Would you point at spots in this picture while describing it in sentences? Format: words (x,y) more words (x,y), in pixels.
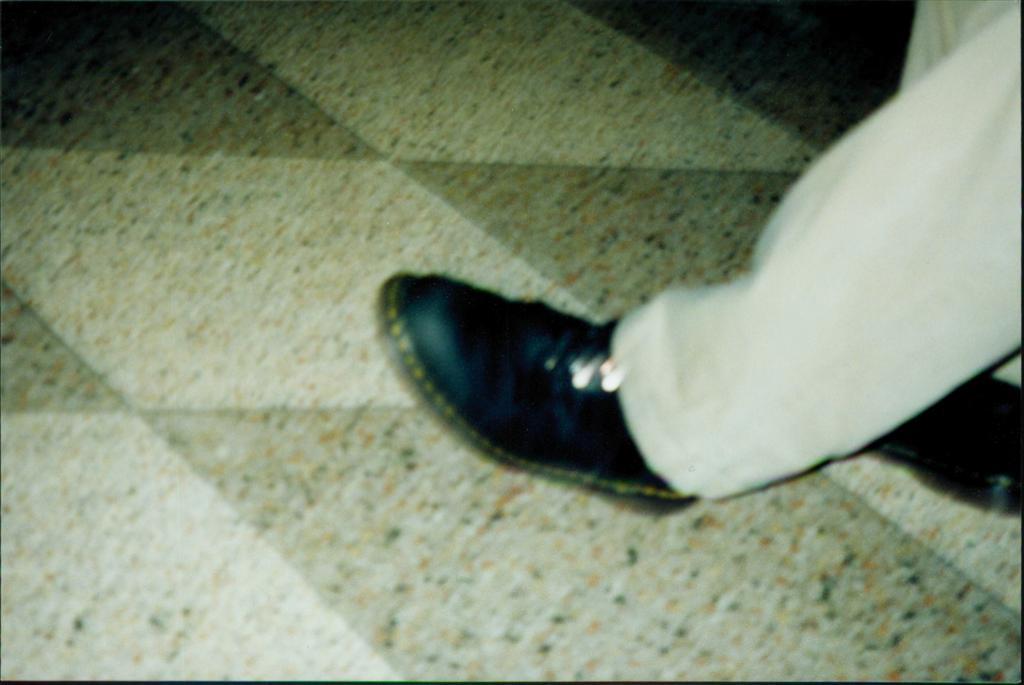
In this image there is a leg (672,403) of a person (494,400). There is a shoe (555,389) to the foot (513,417) of the person (646,454). In the background (324,250) there is the floor (366,162).
